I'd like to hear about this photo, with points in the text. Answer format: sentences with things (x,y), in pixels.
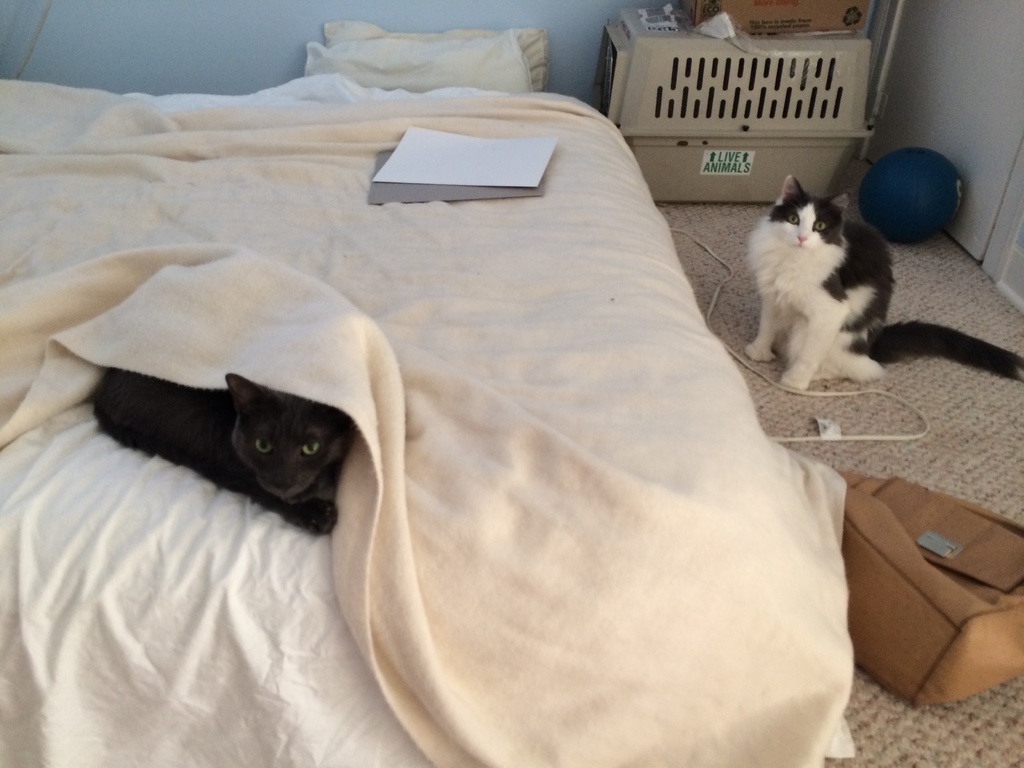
In this image there is a bed (612,173) covered with a blanket (671,255) under which a cat (329,525) is there. On top of it some papers (413,172) are present. Side to the bed (508,128) there are two pillows (523,91) are close to the wall (2,47). There is a basket (671,104) and a box (852,18) on it which is at the right side of the image (849,5). Beside there is a ball (896,159) and a cat (781,194). At the right bottom side (926,752) there is a bag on carpet (799,422).
